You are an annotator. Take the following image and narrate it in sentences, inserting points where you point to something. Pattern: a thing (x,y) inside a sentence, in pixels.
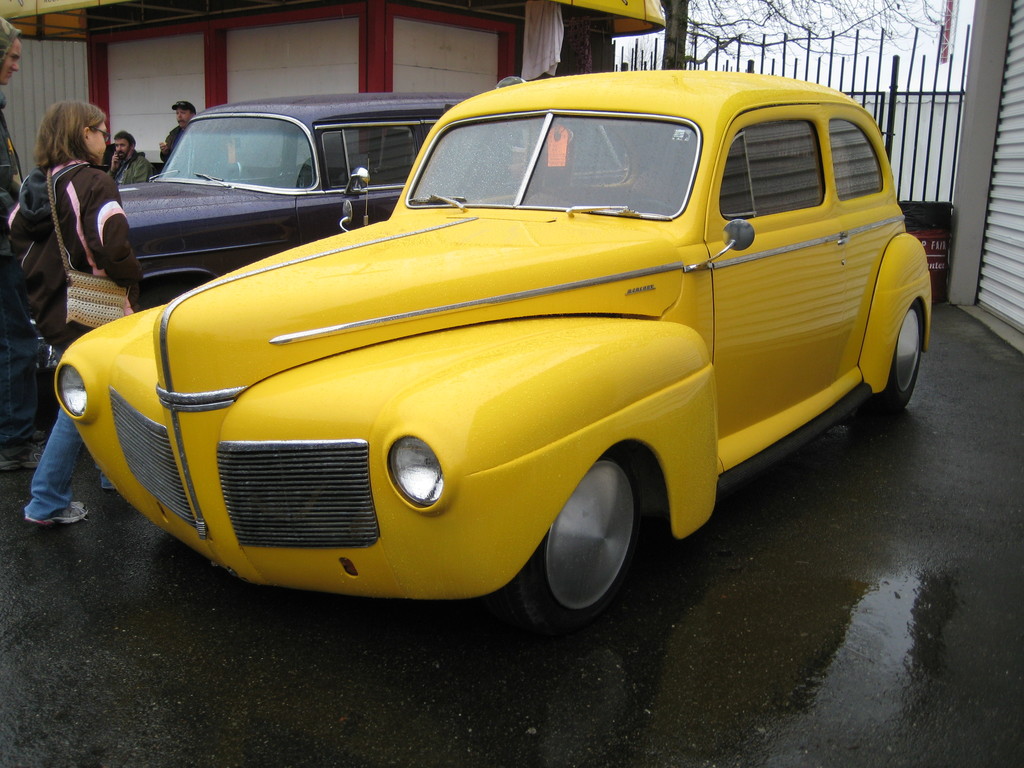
In the picture we can see two vintage cars (584,595) on the path (967,387) one is yellow in color and one is black in color and near to it, we can see some people (72,165) are standing and watching and behind the cars (136,320) we can see a house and beside it we can see a railing (925,184) and behind it we can see a dried tree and sky (956,71).
